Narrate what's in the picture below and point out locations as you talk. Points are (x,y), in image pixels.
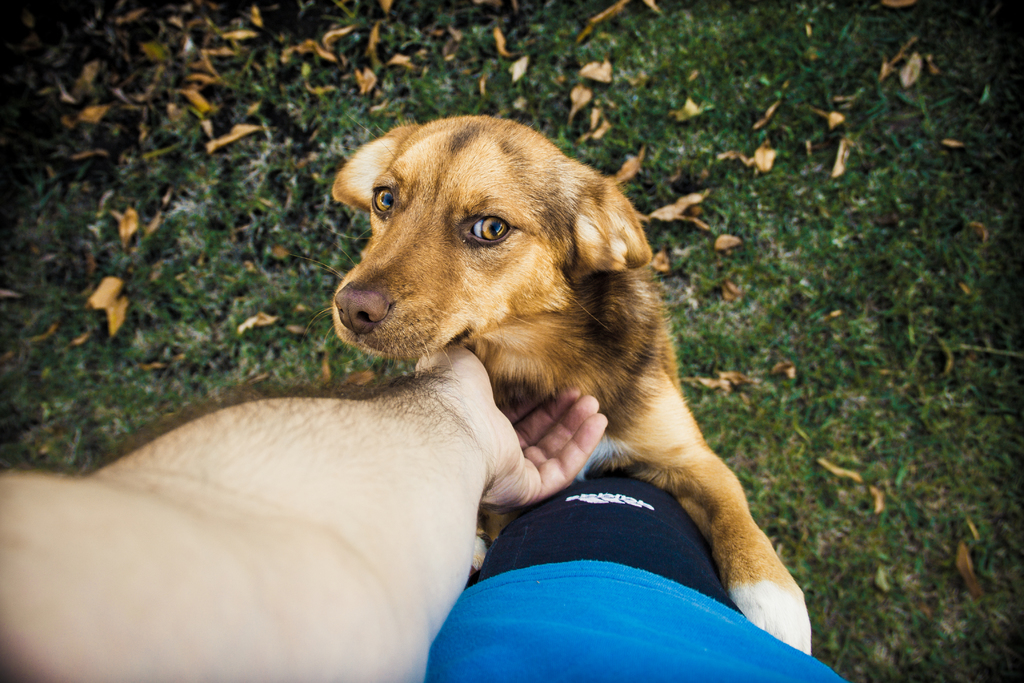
In this image I can see a person (538,609) wearing blue and black colored dress (618,602) is holding a dog (517,294) which is brown, cream and white in color is standing on the grass (743,388). I can see few leaves (624,166) on the ground (293,138) which are brown in color.
